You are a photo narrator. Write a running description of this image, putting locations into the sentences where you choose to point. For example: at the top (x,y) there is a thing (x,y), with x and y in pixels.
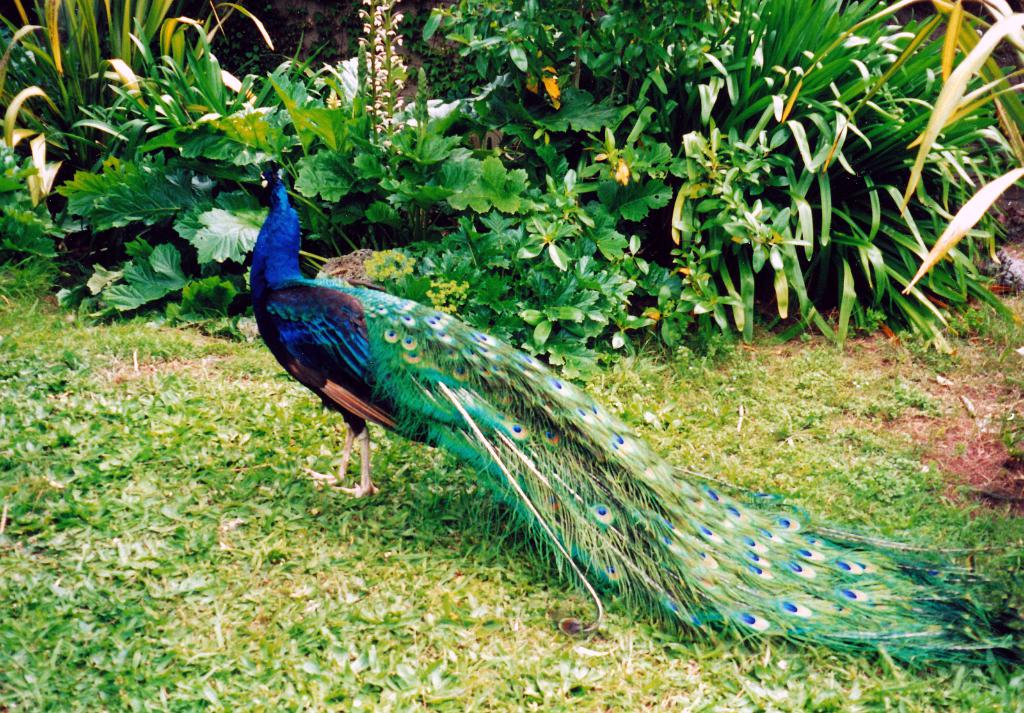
In this image I can see in the middle (473,414) there is a peacock (452,399), at the top (426,90) there are plants (668,170).
